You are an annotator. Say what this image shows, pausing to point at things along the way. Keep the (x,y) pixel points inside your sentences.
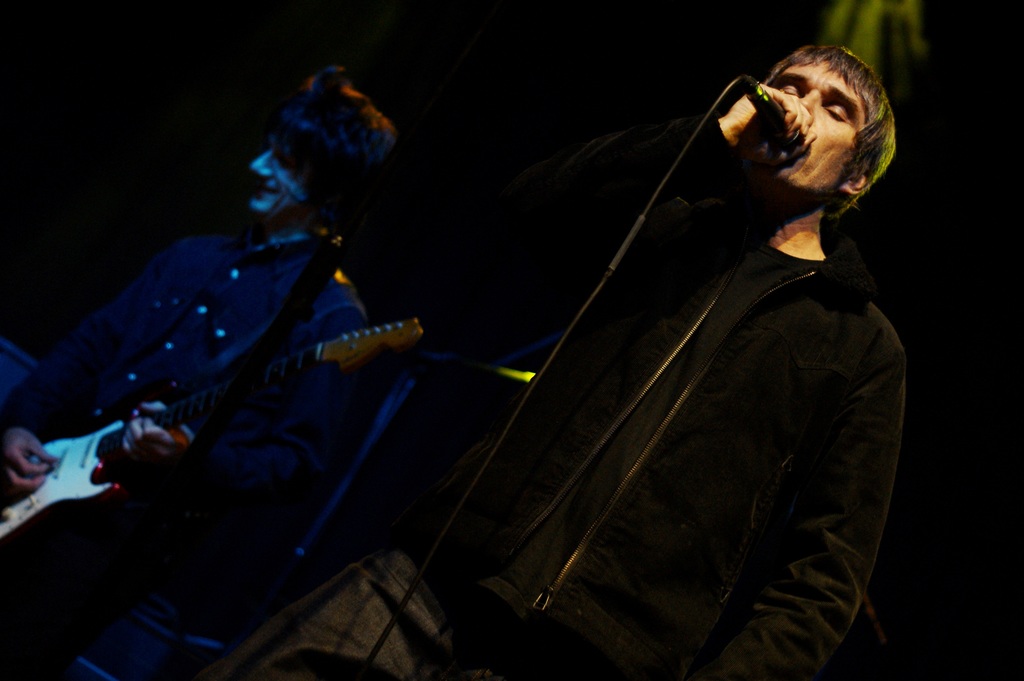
In this image, in the right side (848,546) there is a man (849,331) standing and holding a microphone (792,143) which is in black color, he is singing in the microphone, in the left side (168,562) there is a man (192,563) standing and holding a music instrument (121,439) which is in white color.
